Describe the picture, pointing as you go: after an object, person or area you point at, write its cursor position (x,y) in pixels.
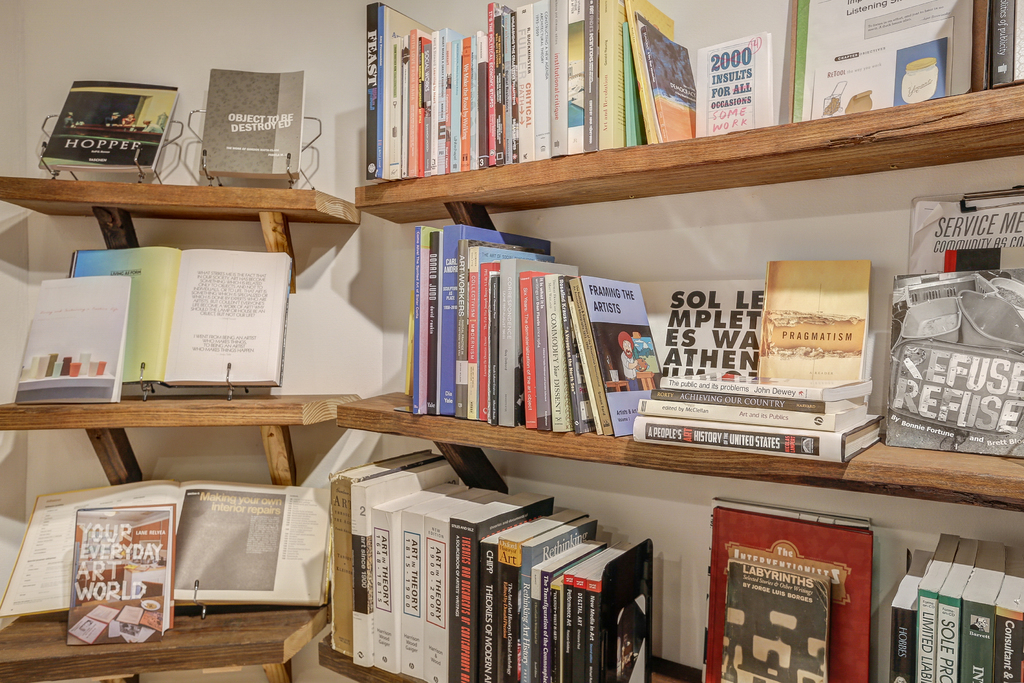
The picture consists of books (483,314), in the bookshelves (321,417). In the background (349,129) it is wall (741,244) painted white. The bookshelves (875,143) are made of wood (383,398).
